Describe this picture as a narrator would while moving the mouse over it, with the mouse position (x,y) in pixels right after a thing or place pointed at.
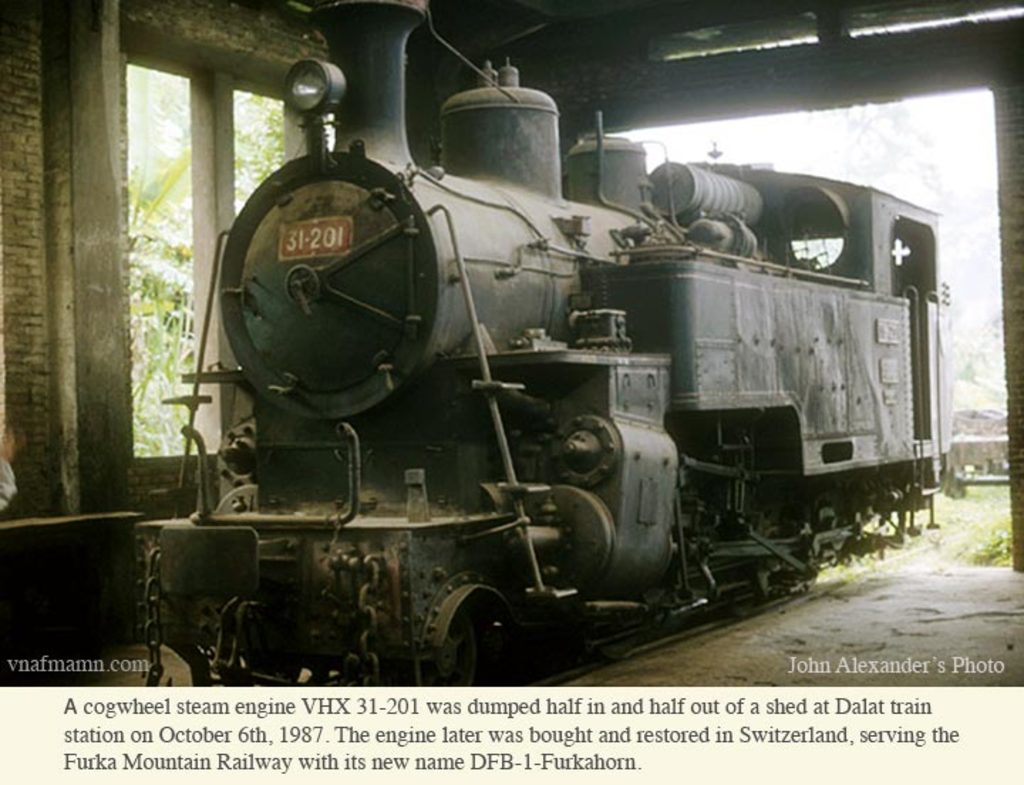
In this image we can see a picture of a steam engine (536,526) placed on the ground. In the background (236,208), we can see a window (218,206), trees (155,216) and some text (144,748) on it.
